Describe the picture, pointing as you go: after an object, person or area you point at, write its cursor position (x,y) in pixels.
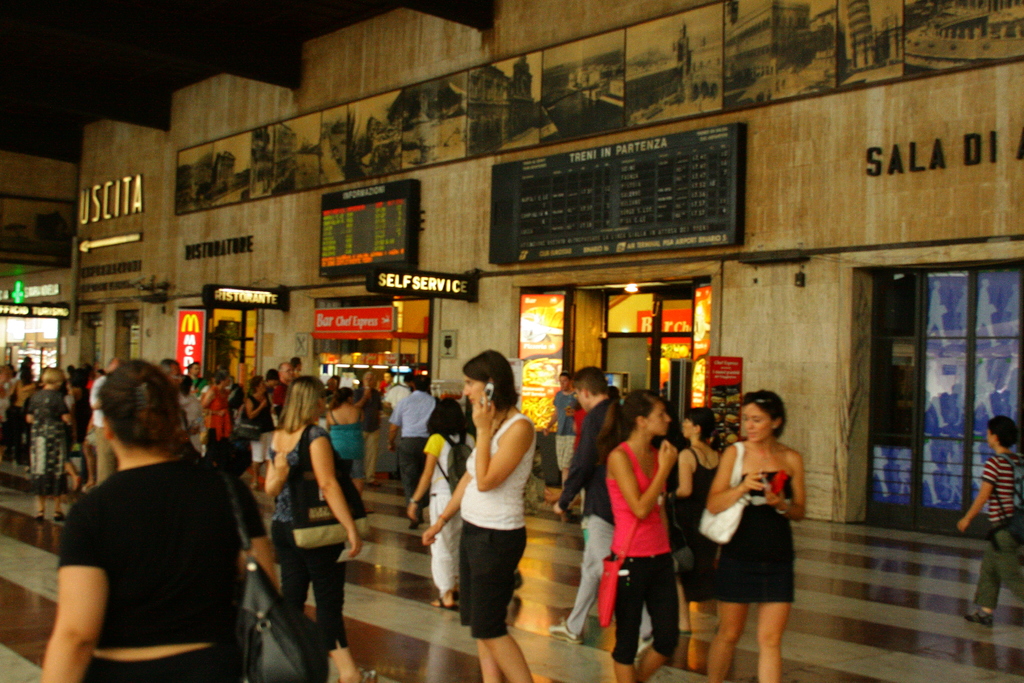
This picture seems to be clicked inside the hall (891,516). In the foreground (992,522) we can see the group of persons (468,484) and we can see the sling bags (295,522) and in the center (492,411) we can see a woman (497,463) wearing white color t-shirt (496,498), standing and seems to be talking on a mobile phone (490,394). In the background (495,236) we can see the text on the boards (338,310) and we can see the doors (603,350), lights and some pictures (897,44) and we can see many other objects (450,335).
